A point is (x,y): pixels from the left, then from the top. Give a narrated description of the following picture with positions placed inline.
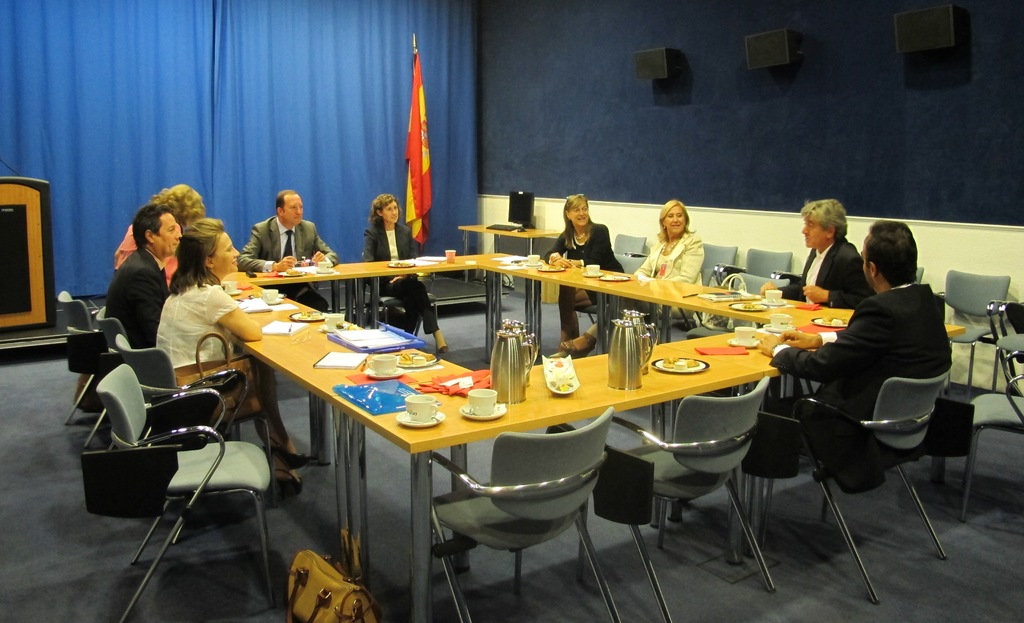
In this picture we can see people (161,268) are sitting on chairs (662,447). In-front of them there are tables (688,297), on these tables (674,288) there are cups (390,360), books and things (284,274). Speakers (649,74) are on the blue wall (602,117). In-front of that wall (521,153) there is a table (526,232), above the table (518,229) there is a keyboard (490,228) and monitor (525,210). Backside of these people (291,237) there is a blue curtains (367,117), flag (428,167) and podium (24,273). On the floor (308,544) there is a handbag (330,596).
